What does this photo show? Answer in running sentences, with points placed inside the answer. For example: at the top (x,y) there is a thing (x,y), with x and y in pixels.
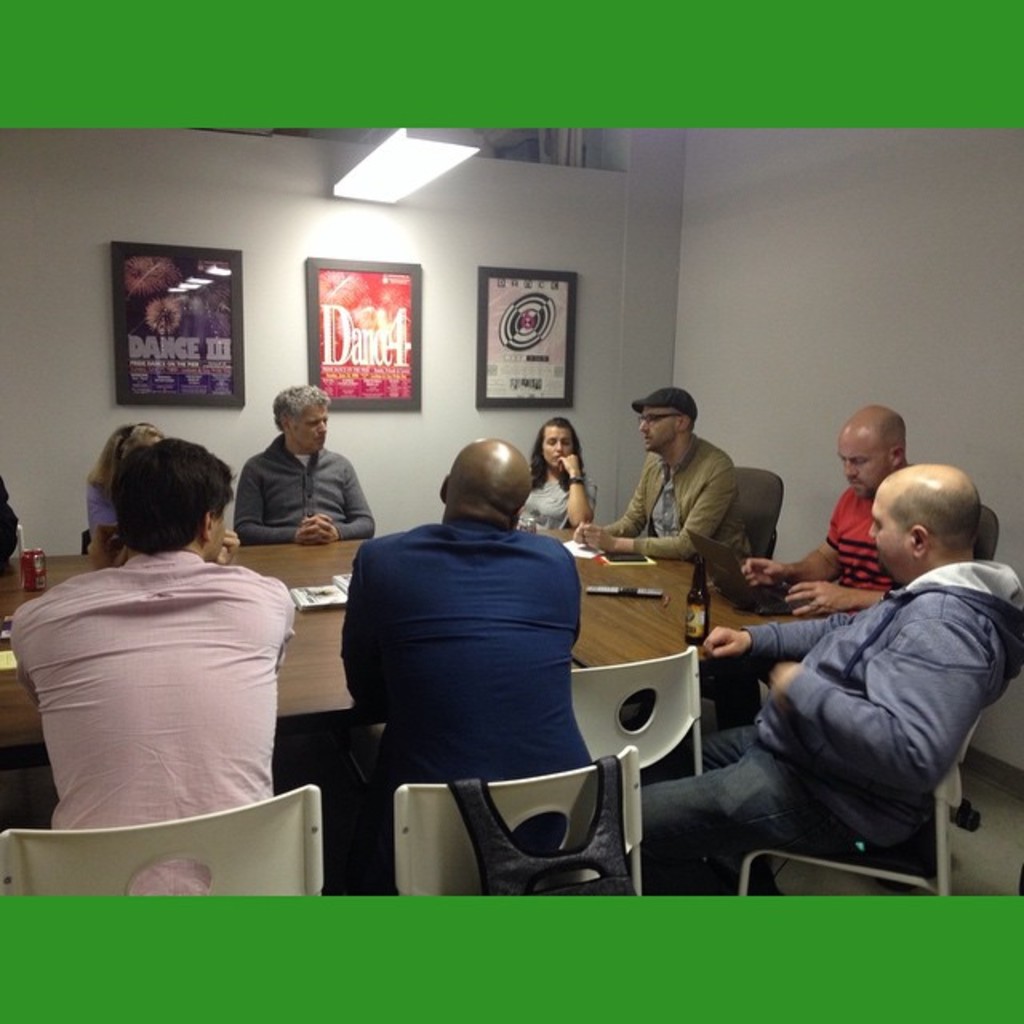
In this image there are group of people (477,725) sitting on the chairs (524,804) and discussing. This is a table (626,629). I can see a beer bottle (690,601), coke tin (37,586) and some other objects (608,557) placed on the table (614,612). These are the photo frames (315,287) which are attached to the wall (273,284). This is the light (443,159) which is hanged through the roof top (454,139).
